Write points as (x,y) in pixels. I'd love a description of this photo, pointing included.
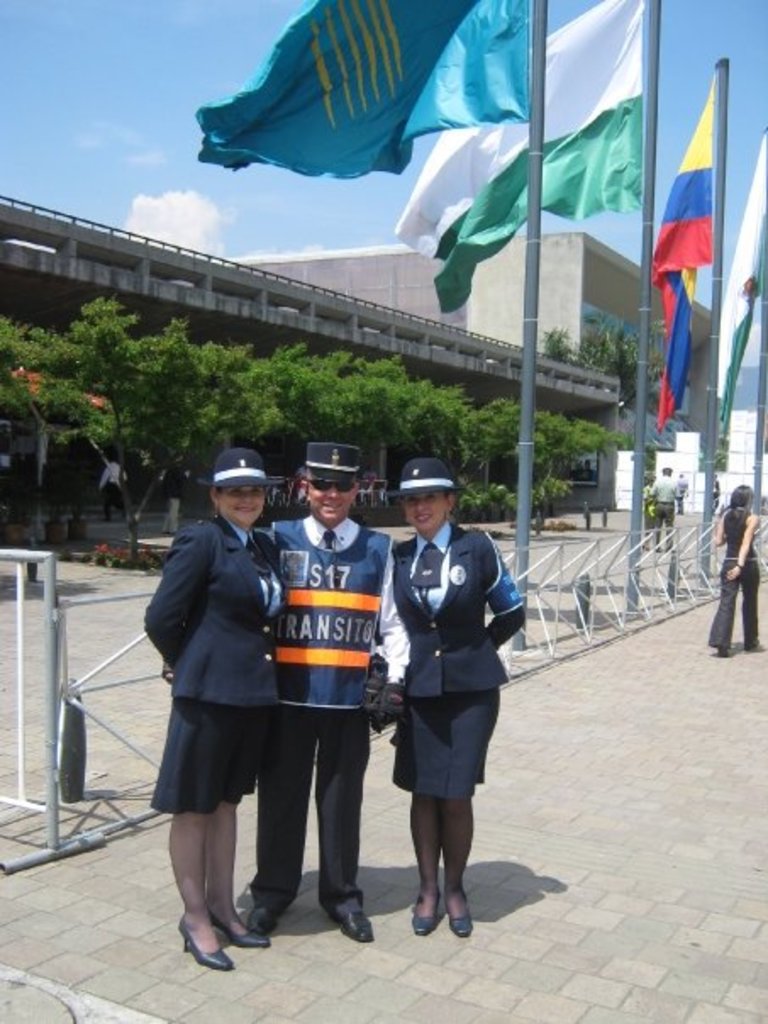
In this image, we can see three persons (236,629) standing and wearing clothes (206,646). There is an another person (745,636) on the right side of the image (750,557). There are flags (679,187) and barricades (78,690) in the middle of the road (568,569). There are some trees (478,416) in front of the building (582,275). There is a sky (269,27) at the top of the image (202,34).
